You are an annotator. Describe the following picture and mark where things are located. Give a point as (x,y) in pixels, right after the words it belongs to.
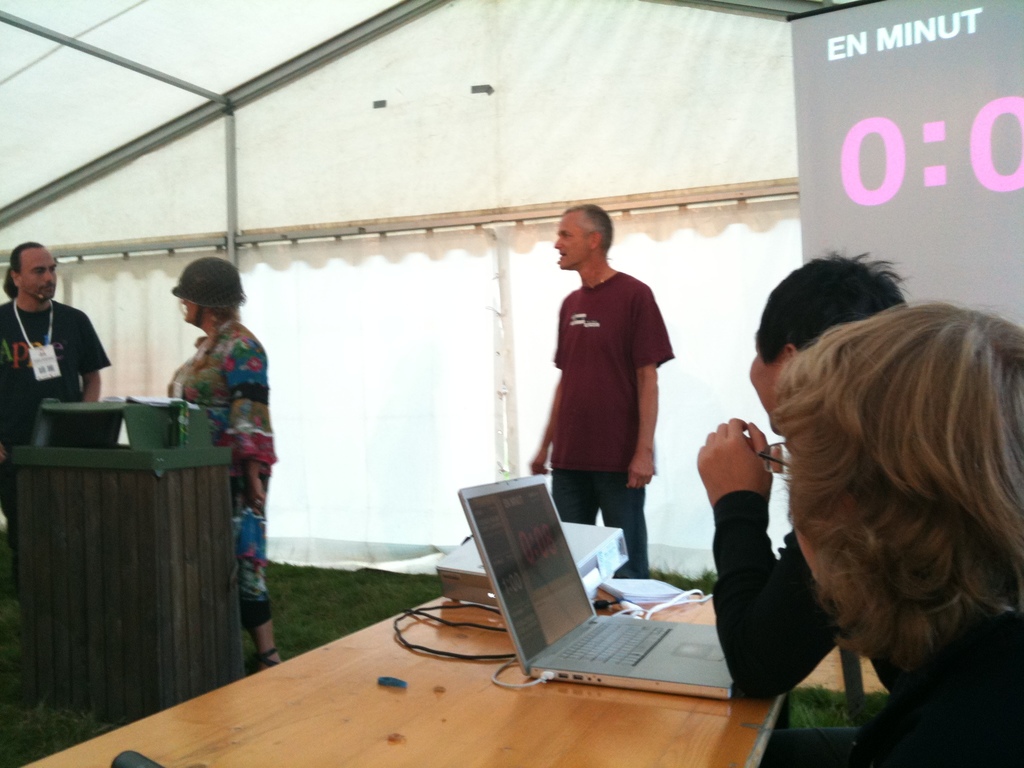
This picture shows few people (215,268) are standing and few are seated on the chairs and we see a laptop (705,625) and projector screen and projector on the table (155,729).
